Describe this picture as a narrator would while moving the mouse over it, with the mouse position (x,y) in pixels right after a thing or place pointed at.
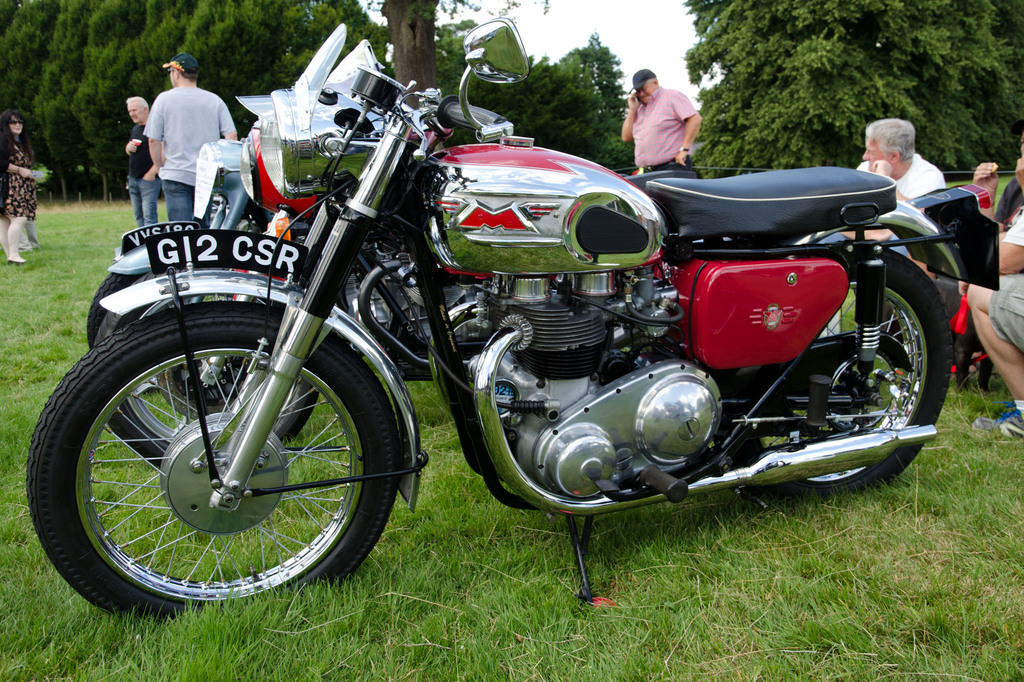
In this picture we can see few motorcycles (527,435) on the grass (494,577), beside to the motorcycles (643,187) we can find group of people (1006,313), in the background (859,92) we can find few trees (756,92).
